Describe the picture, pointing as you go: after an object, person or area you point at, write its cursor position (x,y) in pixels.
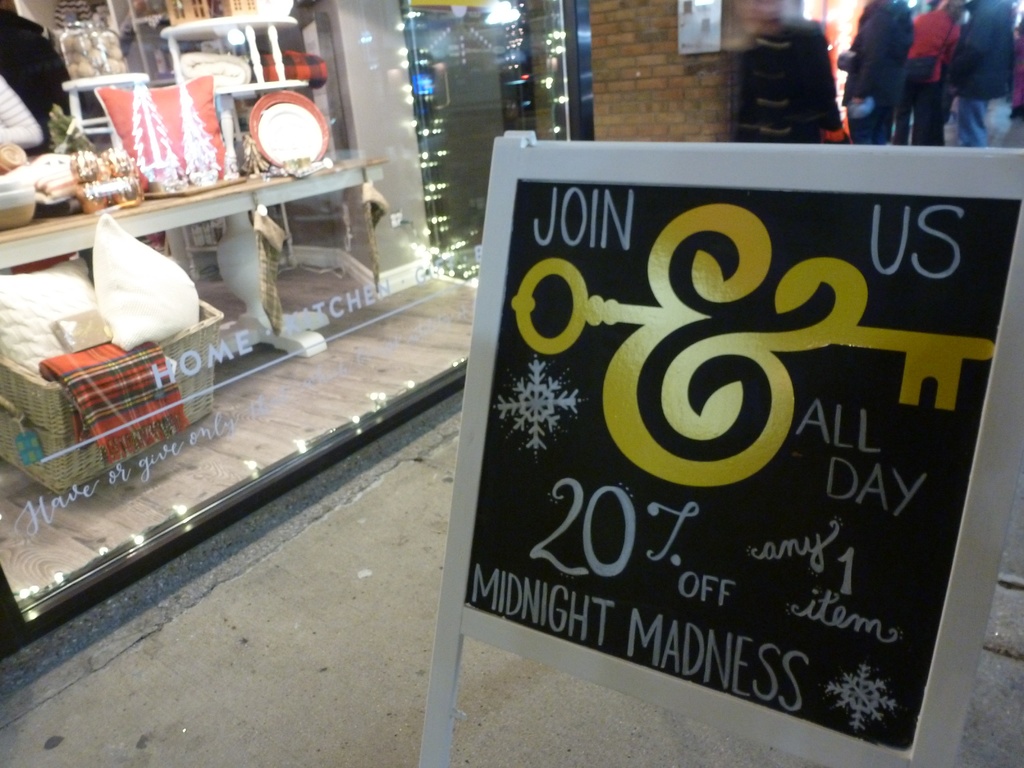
In this image, I can see a board (778,154) with the letters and design (630,436) on it. Behind the board (747,177), there are group of people (807,94) standing. I can see a shop (63,388) with the objects (238,199), which are behind the transparent glass door (291,282).
